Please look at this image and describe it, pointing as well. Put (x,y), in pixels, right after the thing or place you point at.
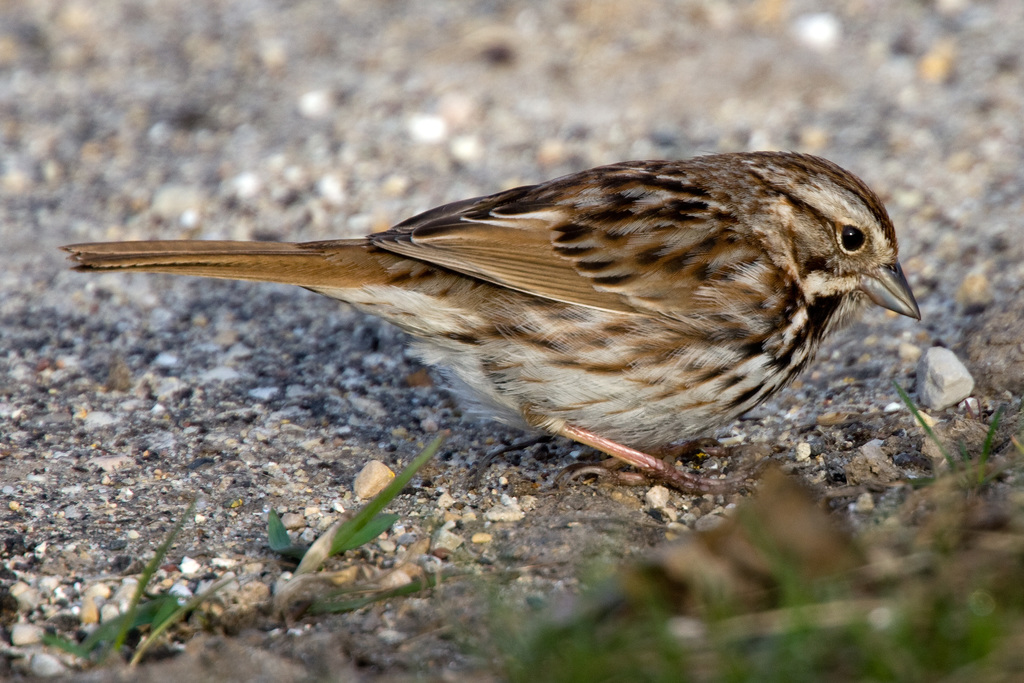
In this image I can see a bird (568,284) on the ground (314,482). It is facing towards the right side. Around this there are many stones (545,85). At the bottom (195,599) few leaves (289,599) are visible.
